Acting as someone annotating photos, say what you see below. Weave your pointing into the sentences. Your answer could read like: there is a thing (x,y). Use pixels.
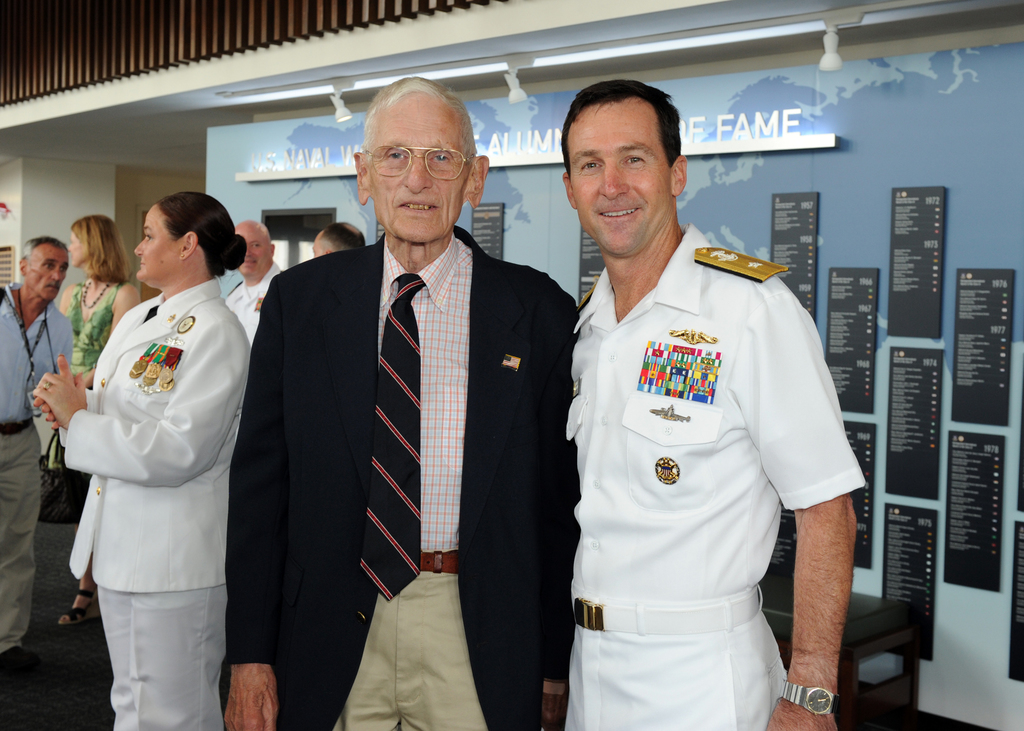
In the center of the image (571,328) we can see two people (553,454) standing. The man (449,361) standing on the left (292,375) is wearing a suit (376,349). In the background (188,363) there are people (120,271), wall (284,180) and lights (832,48). We can see boards (905,280) placed on the wall (888,197).
